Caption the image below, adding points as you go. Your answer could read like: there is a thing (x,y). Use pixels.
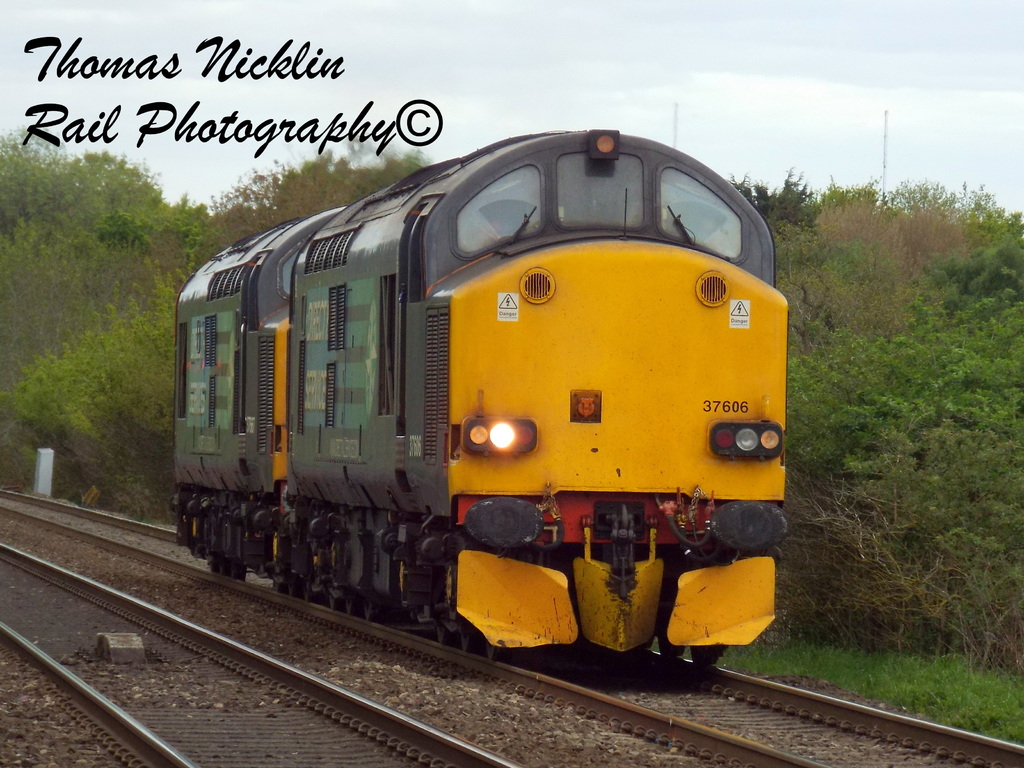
This image is taken outdoors. At the top of the image (824,106) there is a sky (596,116) with clouds (146,35). At the bottom of the image (727,738) there are two railway tracks (251,708). In the middle of the image (378,482) there is an engine (285,269) on the track (684,672). In the background (955,293) there are many trees (76,301) and plants (934,393).
